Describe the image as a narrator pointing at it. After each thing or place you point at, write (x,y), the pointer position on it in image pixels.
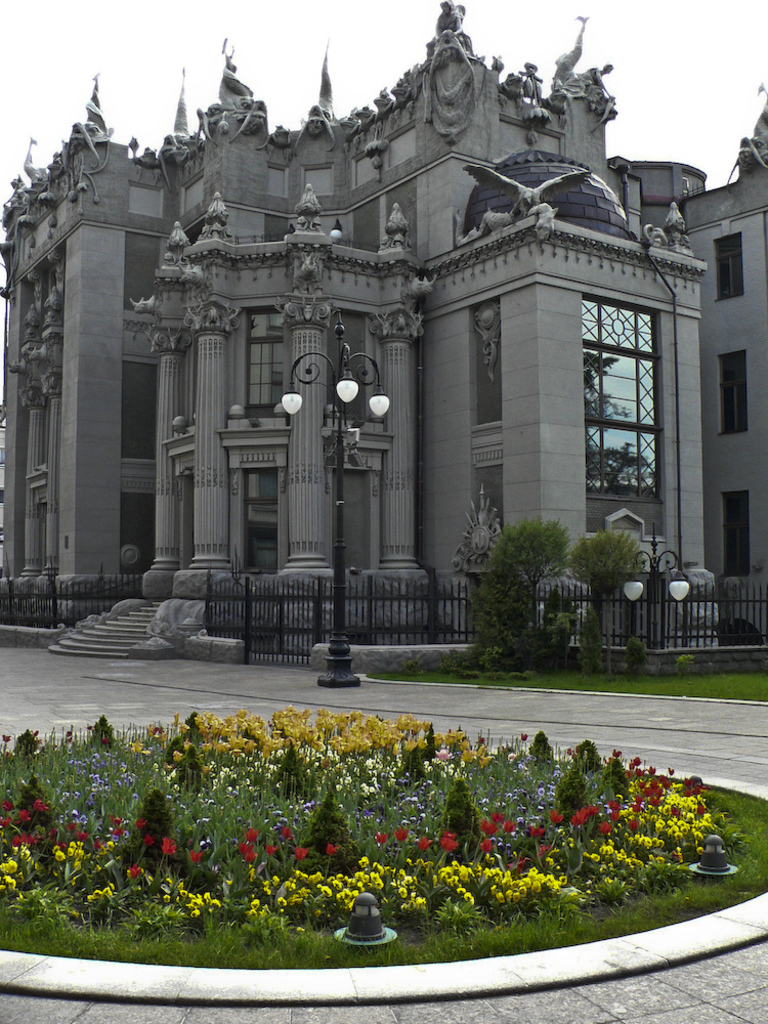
In this image I can see number of flowers (353,776) and grass (563,919) over here. I can see colour of these flowers (307,858) are yellow and red. In the background (328,543) I can see a building (399,332), number of sculptures (563,98), windows (596,321), plants (530,669), a pole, few lights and stairs (125,654).
